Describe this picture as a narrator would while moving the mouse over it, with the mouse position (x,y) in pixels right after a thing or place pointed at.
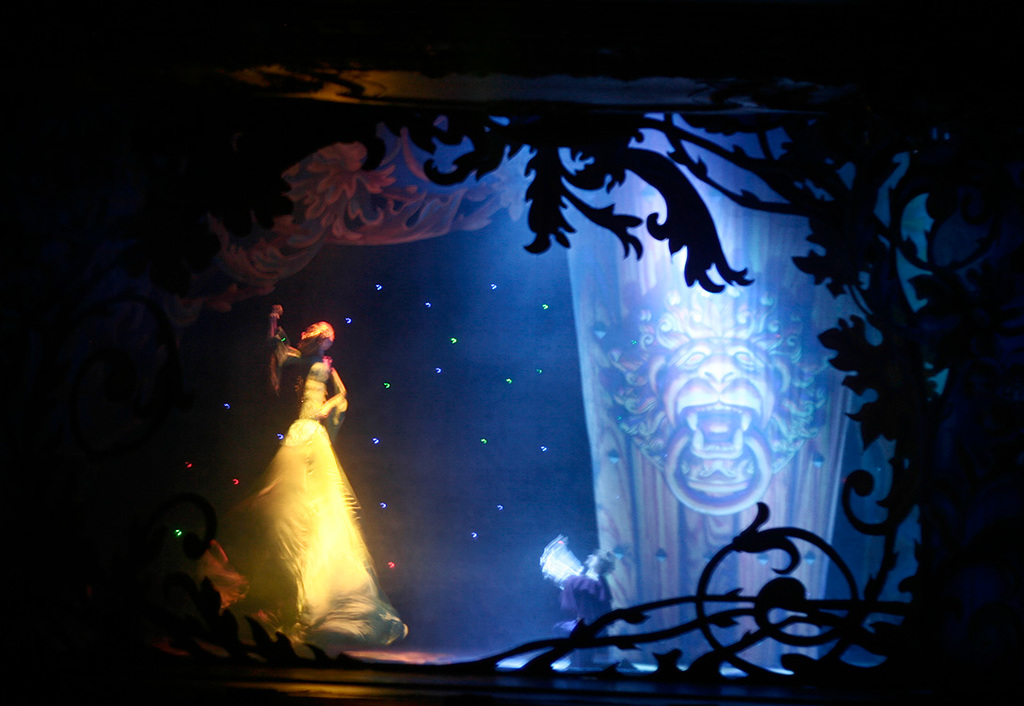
In this picture there are statues (356,500) in the center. In the front (657,604) there is a design (683,179) and in the background (723,376) there is a lion face (772,456).
